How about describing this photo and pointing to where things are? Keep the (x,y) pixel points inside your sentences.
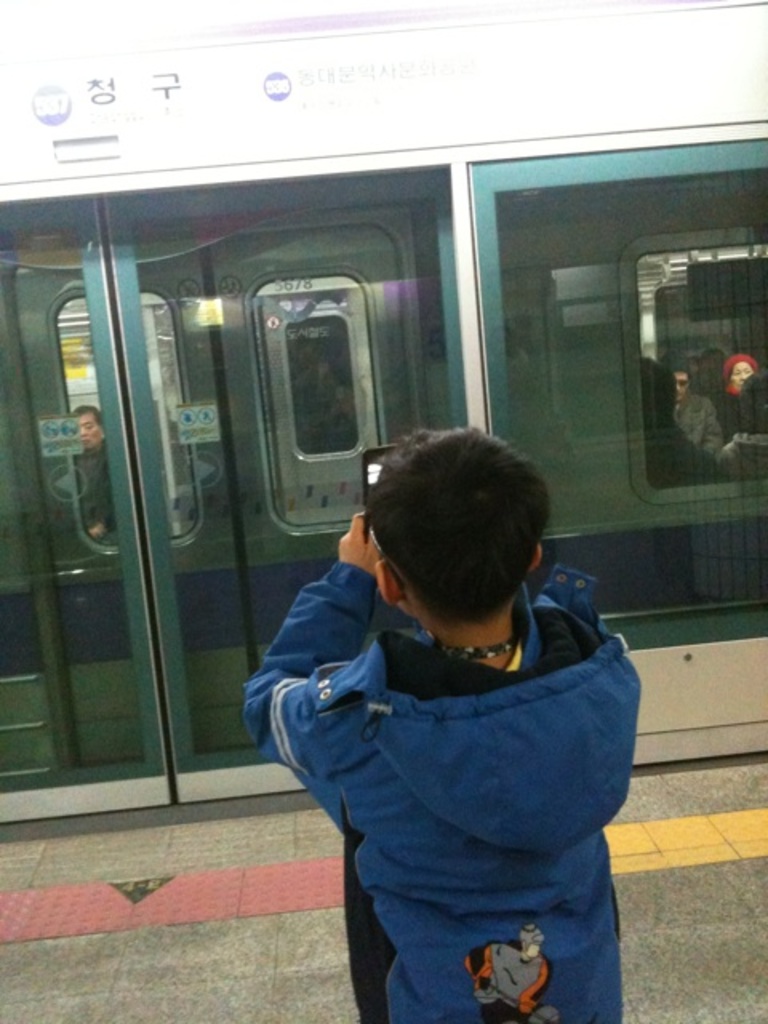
In this image in the foreground (474,798) there is one boy (444,727) standing and he is holding a mobile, in front of them there is one train (684,507). In that train (197,373) there are some people (644,379), and at the bottom (222,915) there is a walkway (278,925).
